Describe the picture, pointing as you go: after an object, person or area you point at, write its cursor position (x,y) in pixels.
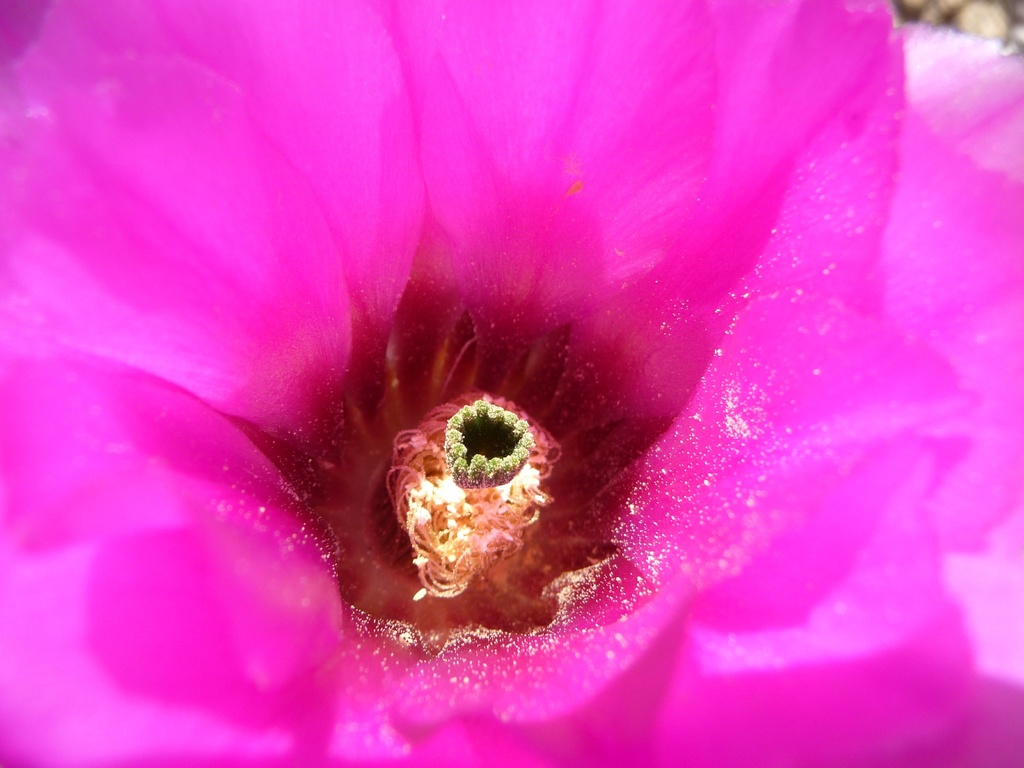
In this image I can see a pink color flower (723,327). The background (963,10) is blurred.
